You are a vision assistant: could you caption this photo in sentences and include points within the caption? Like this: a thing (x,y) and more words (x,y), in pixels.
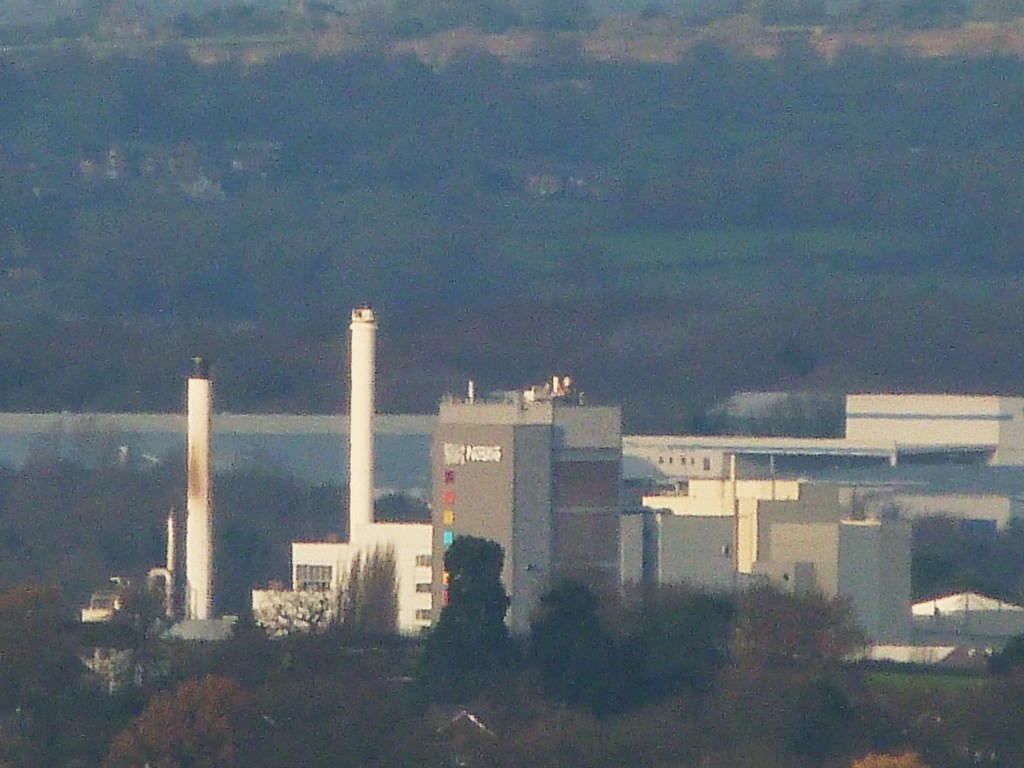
In this image we can see buildings (534,494) and trees (358,116).
